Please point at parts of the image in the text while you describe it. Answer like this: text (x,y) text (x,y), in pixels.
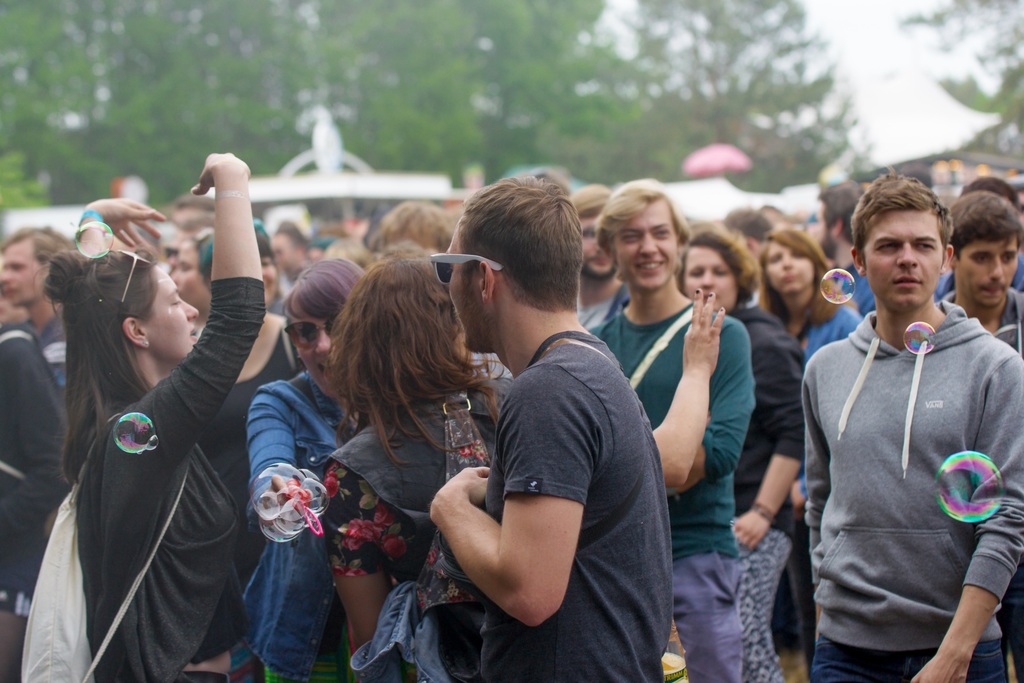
In this image I can see number of persons (458,379) are standing on the ground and few water bubbles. In the background (446,6) I can see few tents (727,201), few trees (467,73) and the sky (872,75).
